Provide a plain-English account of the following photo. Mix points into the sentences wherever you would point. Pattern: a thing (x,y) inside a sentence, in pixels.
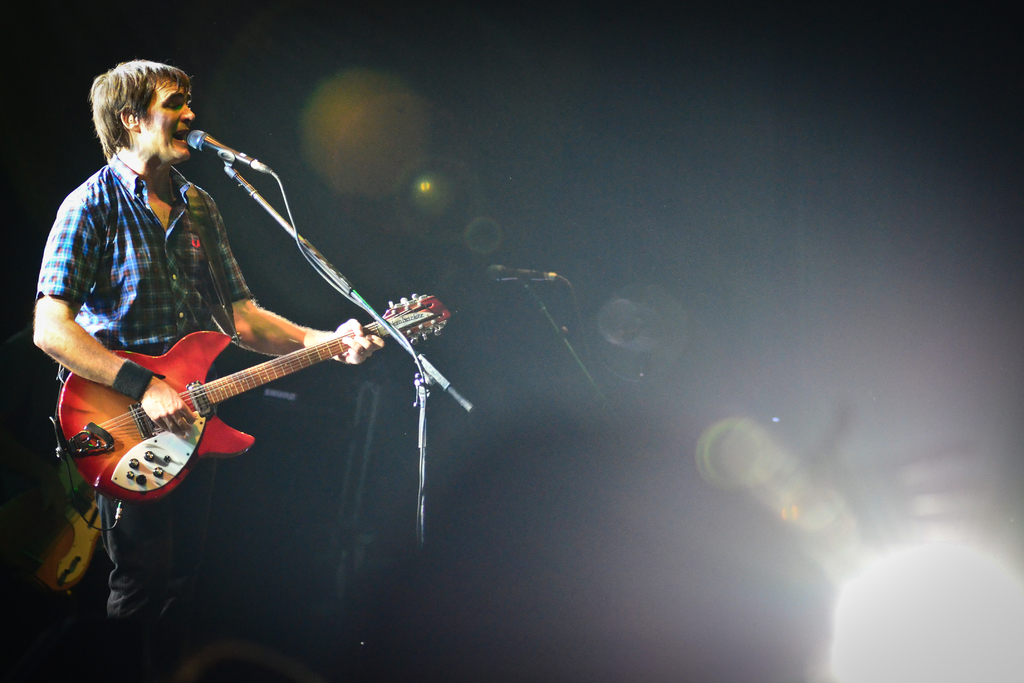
As we can see in the image, there is a man (184,255) standing and singing on mike (199,142) and holding red color guitar (170,441) in his hands (174,425).
